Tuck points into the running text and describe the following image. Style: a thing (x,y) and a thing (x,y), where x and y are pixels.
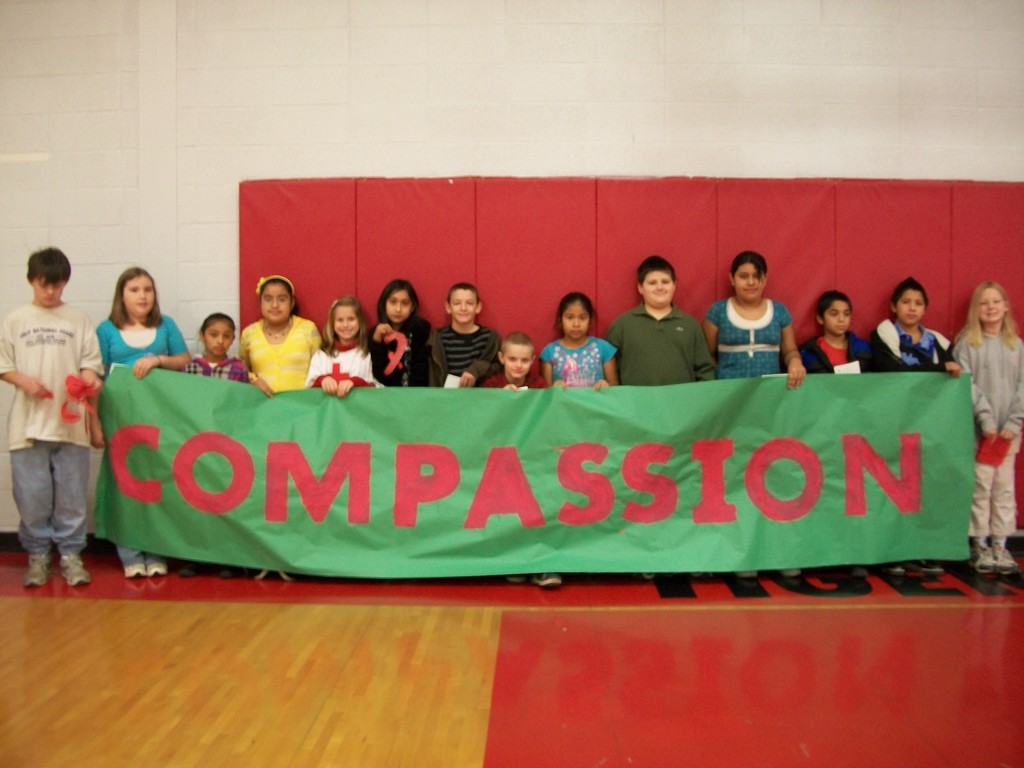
In this picture I can observe some children (443,358) holding a green color flex (334,473) in their hands (264,382). There are boys (83,331) and girls (298,346) in this picture. In the background (433,79) I can observe a wall (433,79).
